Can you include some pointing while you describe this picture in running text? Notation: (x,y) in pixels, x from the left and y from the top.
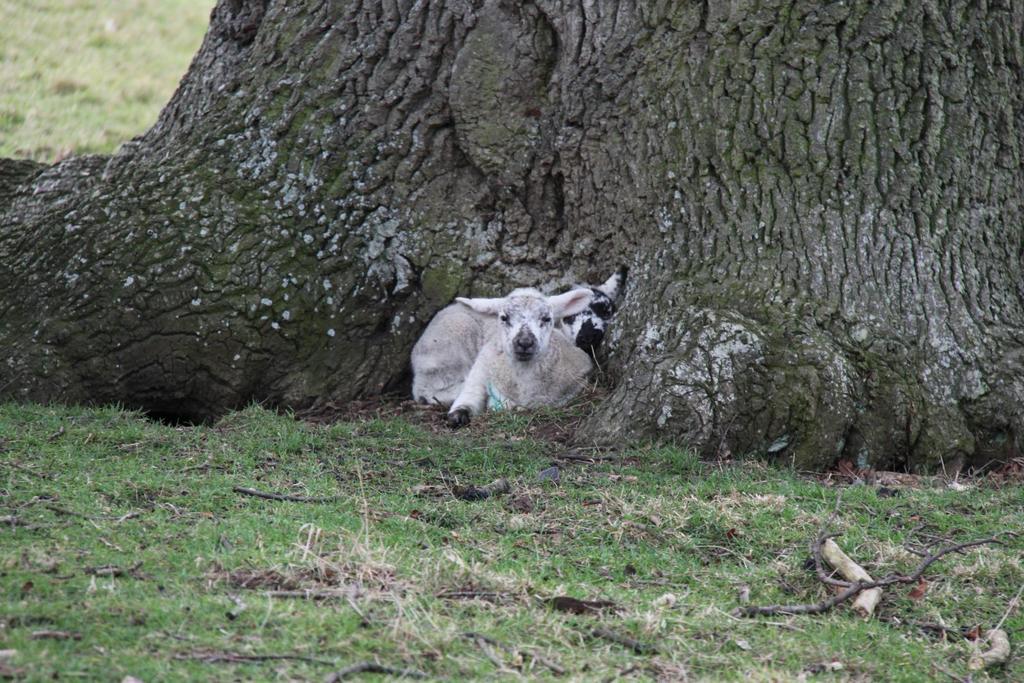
In this image I can see grass (377,492) and a white colour animal (479,400). I can also see a tree trunk (530,118) in the background (652,110).
